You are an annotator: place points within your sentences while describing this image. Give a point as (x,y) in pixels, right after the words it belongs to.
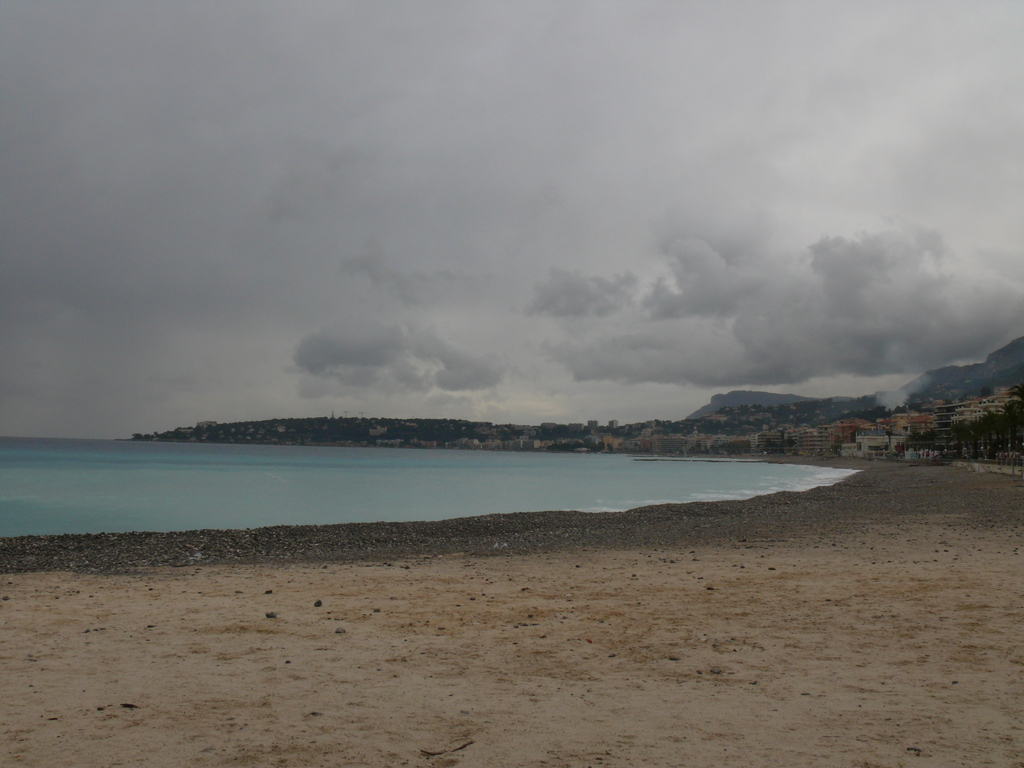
In this image, we can see buildings (863,438), trees (401,427) and hills (815,399). At the bottom (317,549), there is water (217,501) and ground (472,578) and at the top (372,229), there are clouds (424,111) in the sky (346,131).
